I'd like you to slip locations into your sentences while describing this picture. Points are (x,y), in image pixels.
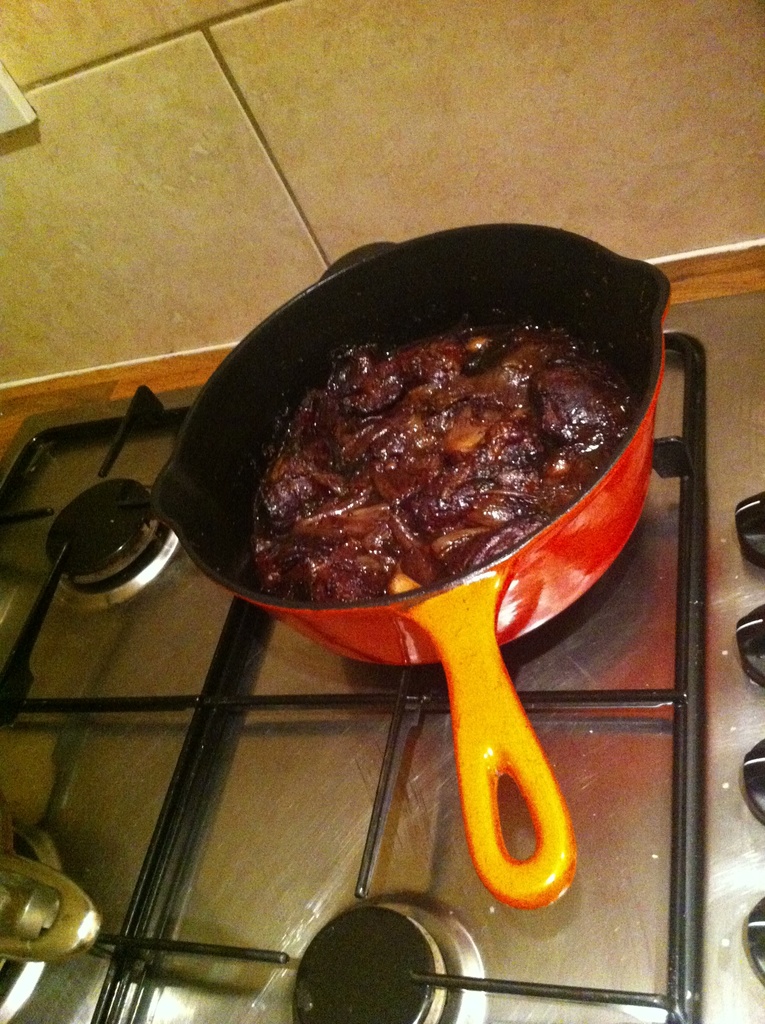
In this picture we can see some food item (463,549) on a red pan (564,541) kept on the stove (284,715). In the background (607,68), we can see tiles (237,102).
